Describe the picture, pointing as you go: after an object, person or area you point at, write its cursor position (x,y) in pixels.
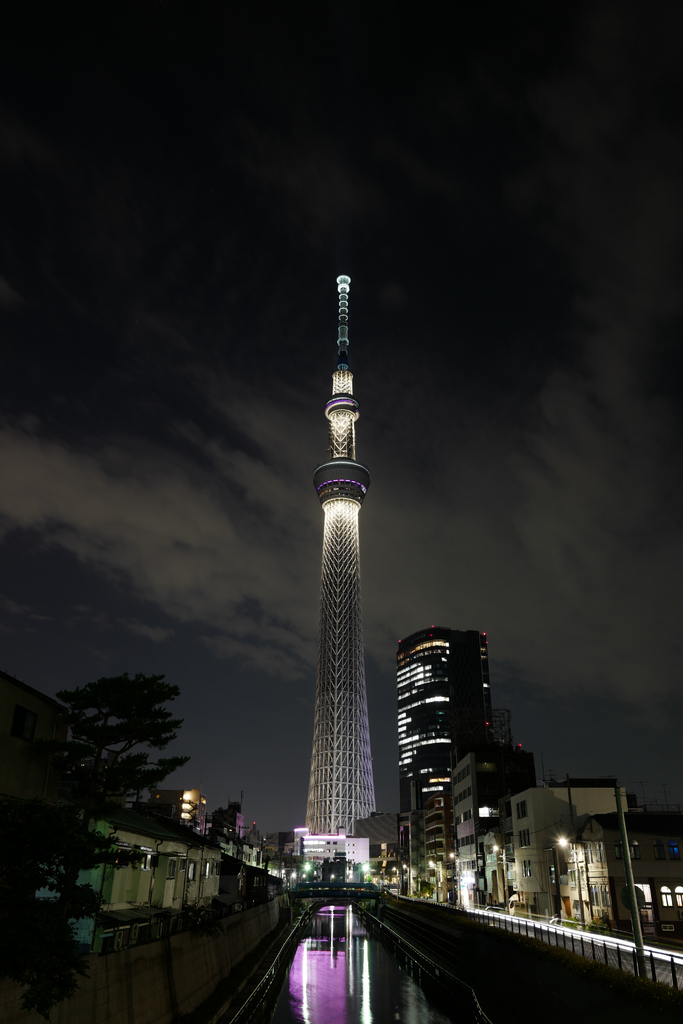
In this image we can see some houses (216,879), trees (24,889), street lights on left (128,916) and right side of the image (493,892) there is water (298,957) in the middle of the image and in the background of the image (333,763) there are some buildings (475,716) and tower (363,483) and top of the image (312,208) there is dark sky (344,180).
